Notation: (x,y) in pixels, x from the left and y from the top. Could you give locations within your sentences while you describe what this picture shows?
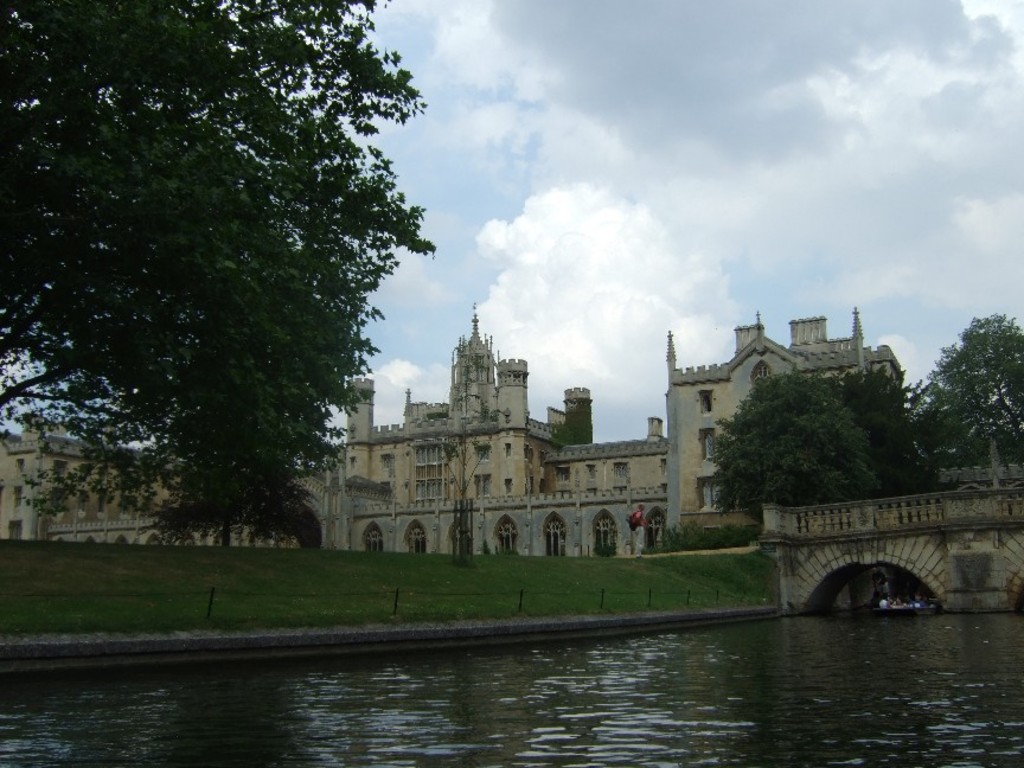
In the picture we can see water (742,724) and behind it, we can see a grass surface (660,602) on the path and behind it, we can see a bridge (863,532) with a railing (786,534) to it and behind it, we can see trees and a historical building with windows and behind the building (988,470) we can see a sky (519,344) with clouds (574,379).
